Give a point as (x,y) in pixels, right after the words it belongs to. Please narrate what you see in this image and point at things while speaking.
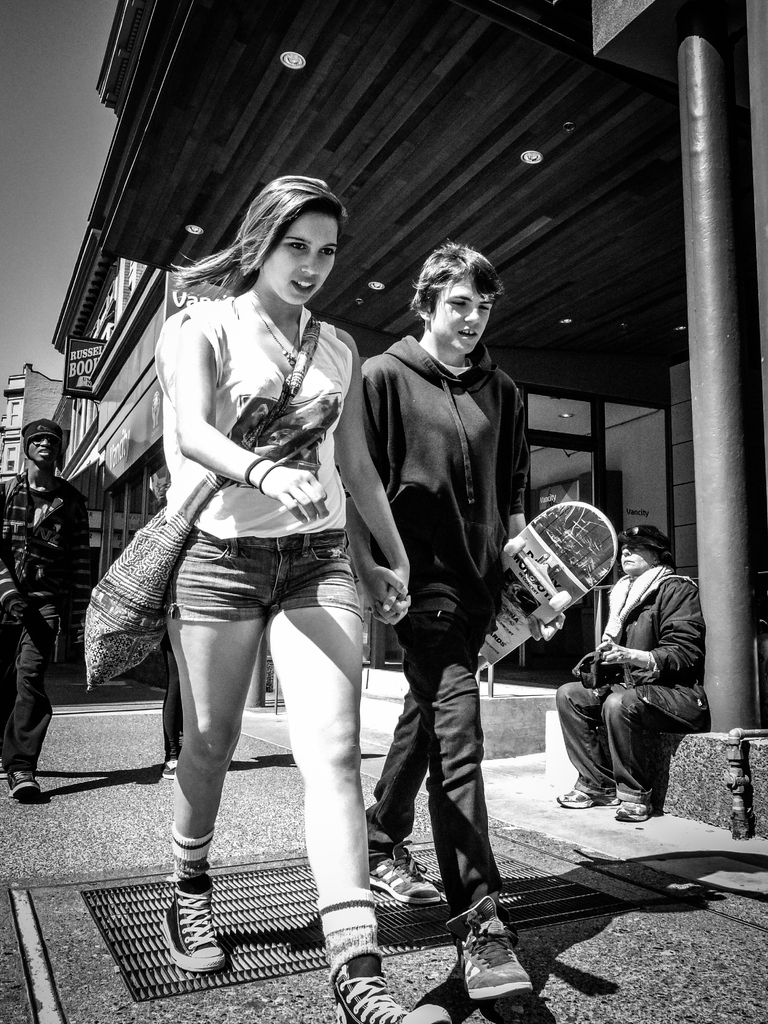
This is a black and white picture, there is a woman (304,294) and a man (435,577) holding skateboard (555,528) walking on the side of the road (619,1000) and another person (37,497) walking behind them, on the right side (655,100) there is a building (347,157) and a person (637,583) sitting in front of it.
